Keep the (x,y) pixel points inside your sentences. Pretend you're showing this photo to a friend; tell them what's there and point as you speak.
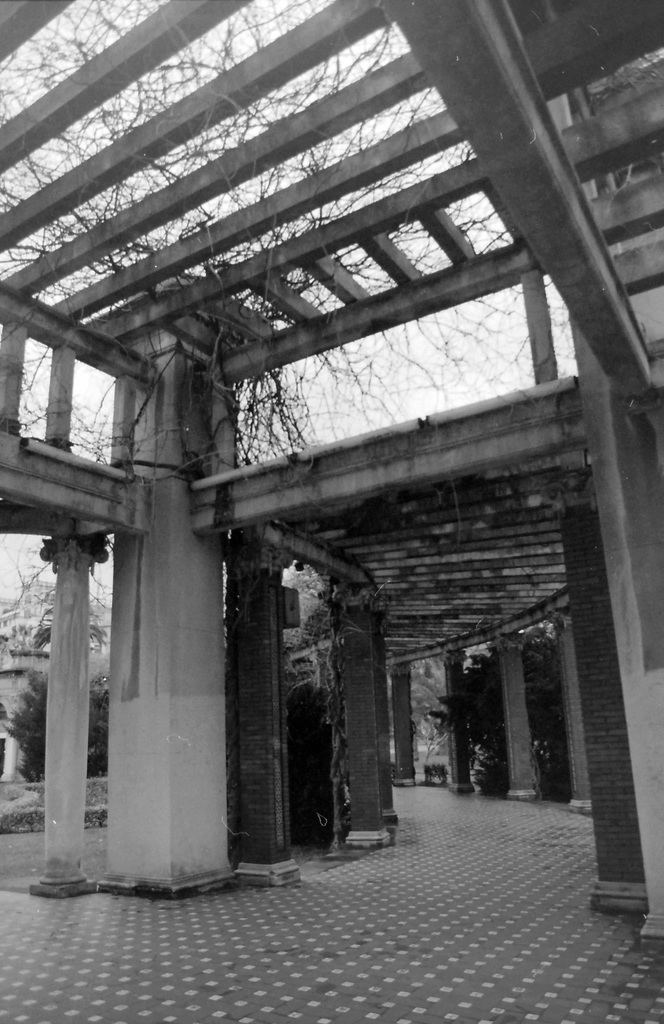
This looks like a black and white image. I can see the pillars (408,714). This looks like a pathway (321,966). I think these are the branches (96,129), which are on the roof (532,247). On the right side of the image (473,728), I think this is a tree (492,705).
